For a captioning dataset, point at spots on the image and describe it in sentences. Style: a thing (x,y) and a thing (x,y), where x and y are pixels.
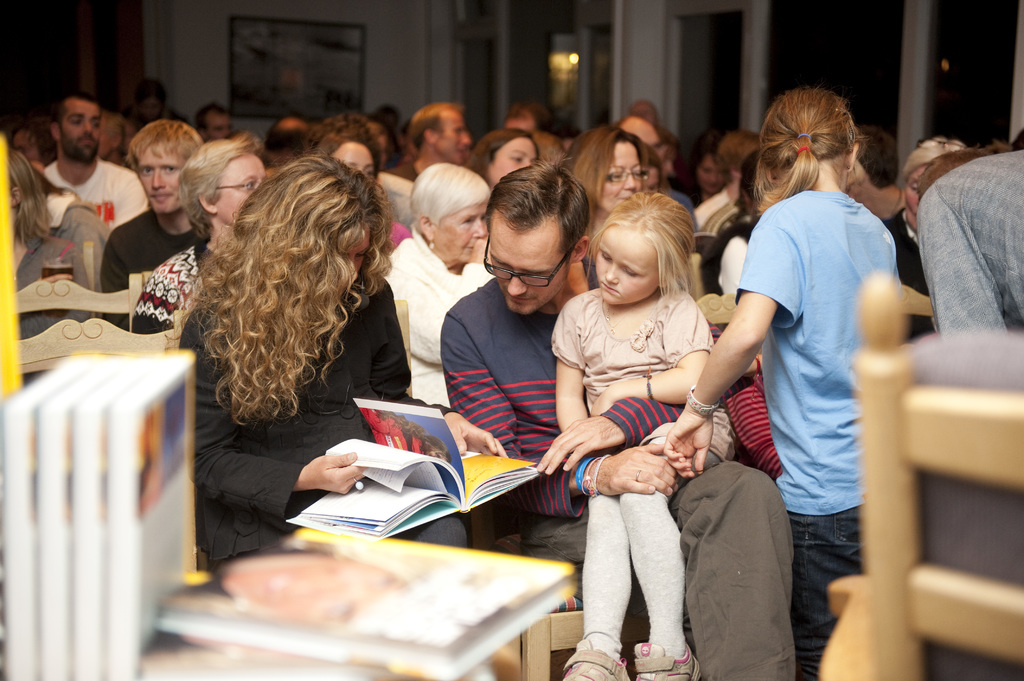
In this picture there are people (522,320) those who are sitting in the center of the image (424,286), on chairs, there is a portrait (330,50) and a door (709,14) at the top side of the image (276,83), there are books (5,512) in the bottom left side of the image (262,585).
